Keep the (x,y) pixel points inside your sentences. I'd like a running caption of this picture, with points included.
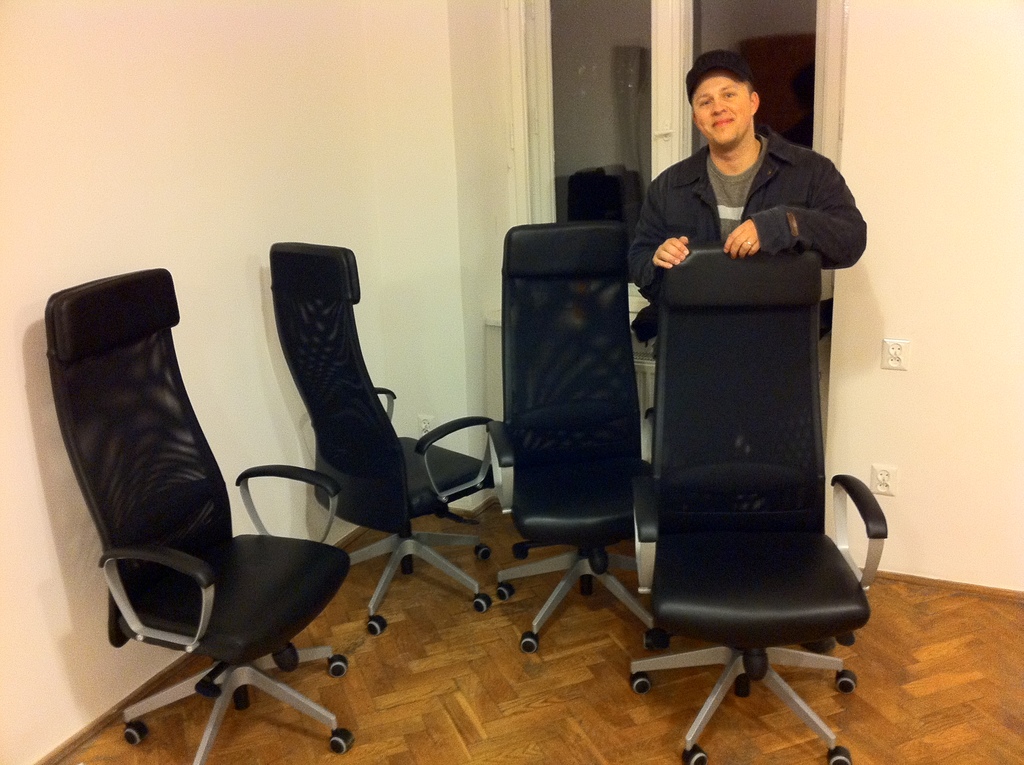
In this image there is a person (653,276) standing behind the chair (773,579) with a smile on his face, beside him there are few more chairs (414,438). In the background (639,126) there is a wall (122,206) and a window (621,37).
